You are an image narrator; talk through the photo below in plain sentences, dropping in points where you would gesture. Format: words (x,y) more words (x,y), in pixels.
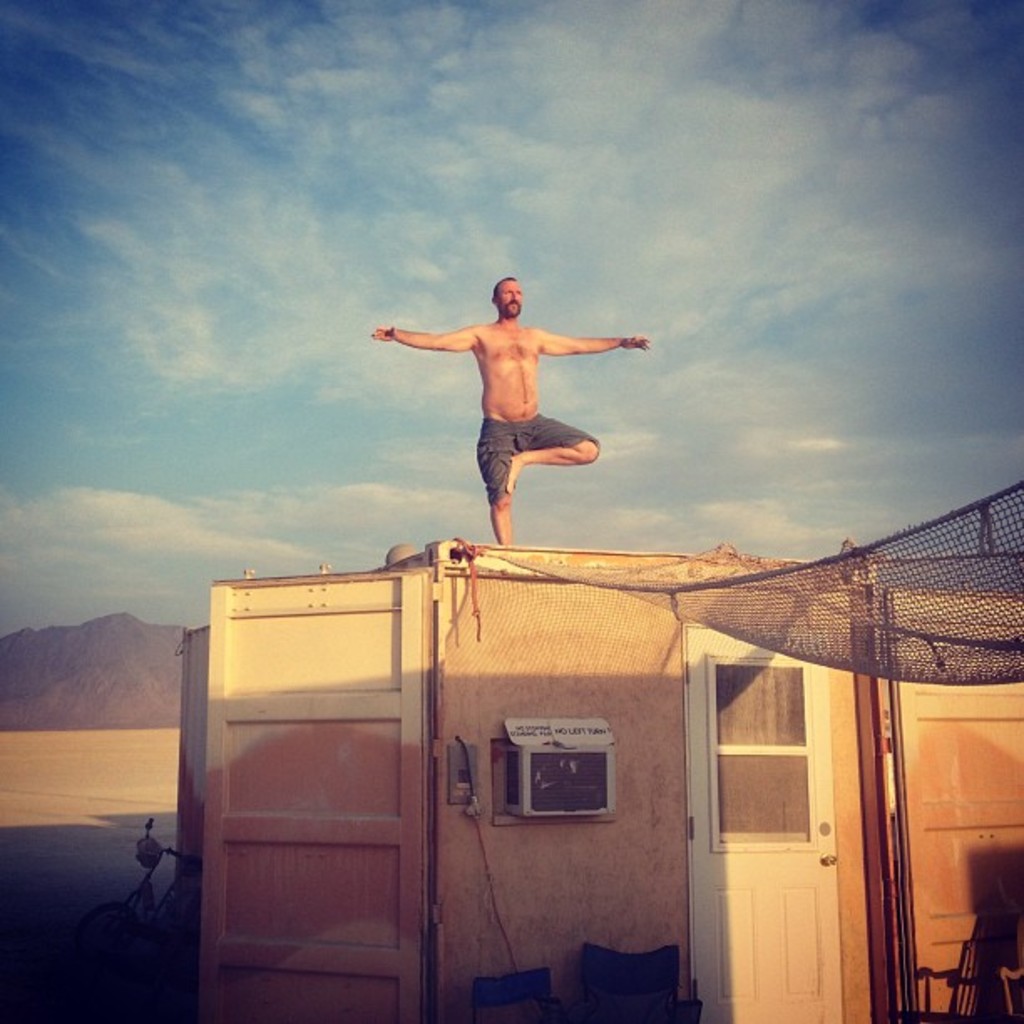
In this image we can see a person (547,427). There is a house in the image. There is a door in the image. We can see the bicycle (179,904) at the left side of the image (173,903). There are few hills (101,646) in the image. There are few objects (562,773) on the wall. There are few chairs (671,1000) at the bottom of the image (613,1005). We can see the clouds (726,151) in the sky (761,266).
